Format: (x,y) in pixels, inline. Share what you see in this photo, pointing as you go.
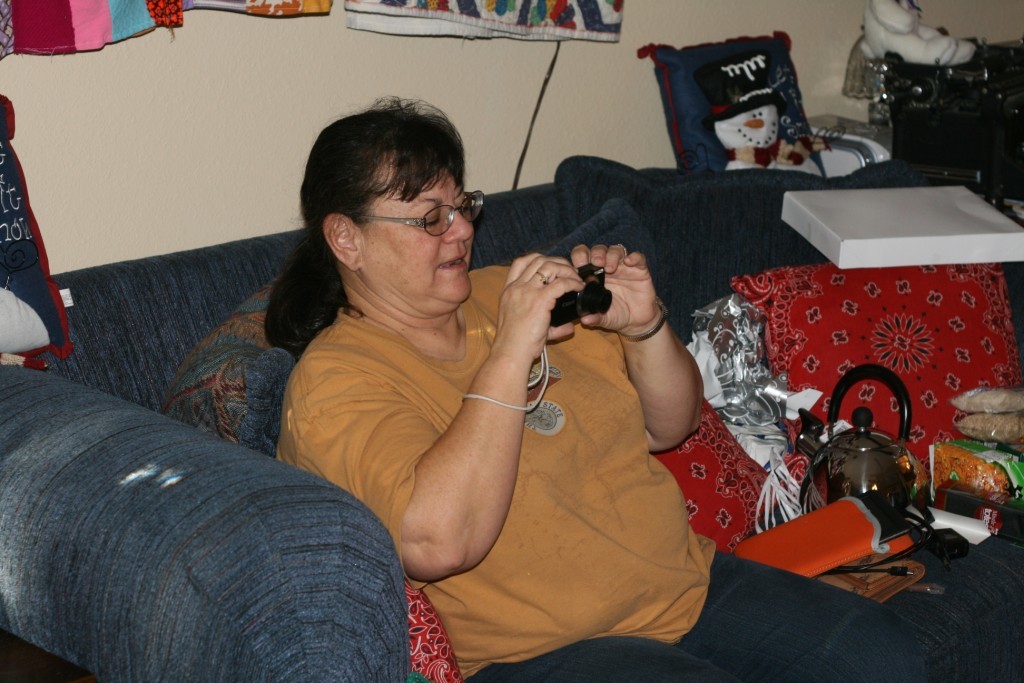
In this picture we can see a woman (603,633) is sitting on a sofa (917,555) and holding a camera (583,308), there are pillows (769,347), a kettle (906,494), some packets (951,475) and a wire (928,537) present on the sofa (698,292), in the background (554,119) there is a wall (313,36), we can see clothes (402,29) at the top of the picture (353,12), on the right side (910,189) we can see a box (893,216) and another pillow (760,128).
